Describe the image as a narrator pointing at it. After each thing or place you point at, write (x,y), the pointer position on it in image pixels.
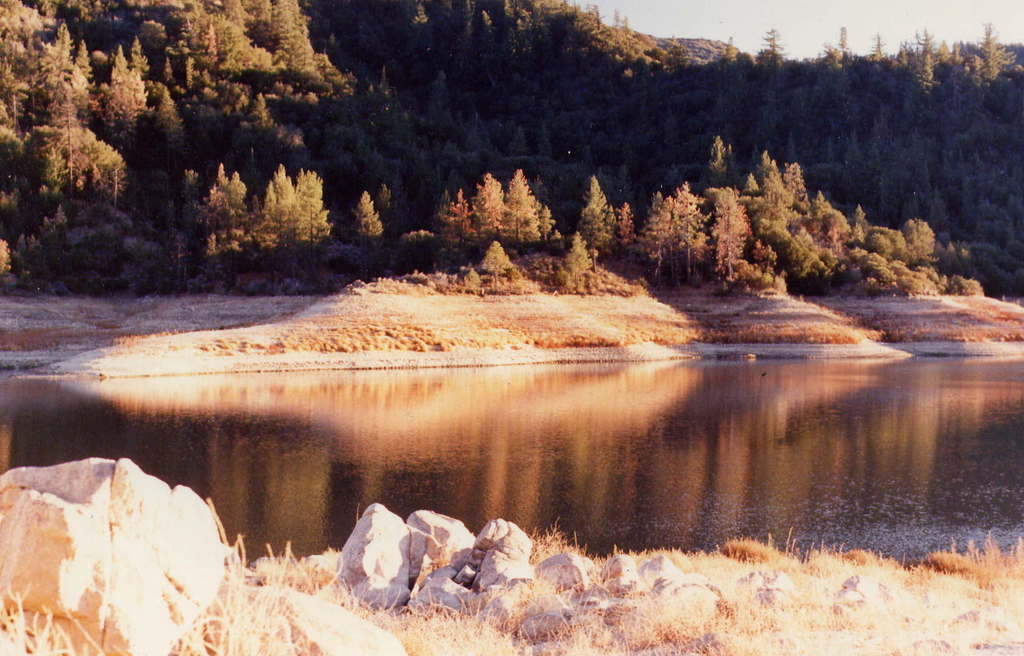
In this image we can see a lake (599,489). There is a reflection (518,396) of trees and a land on the water surface (543,402). There is a sky (864,22) in the image. There are many trees (500,171) and plants (718,109) in the image.
